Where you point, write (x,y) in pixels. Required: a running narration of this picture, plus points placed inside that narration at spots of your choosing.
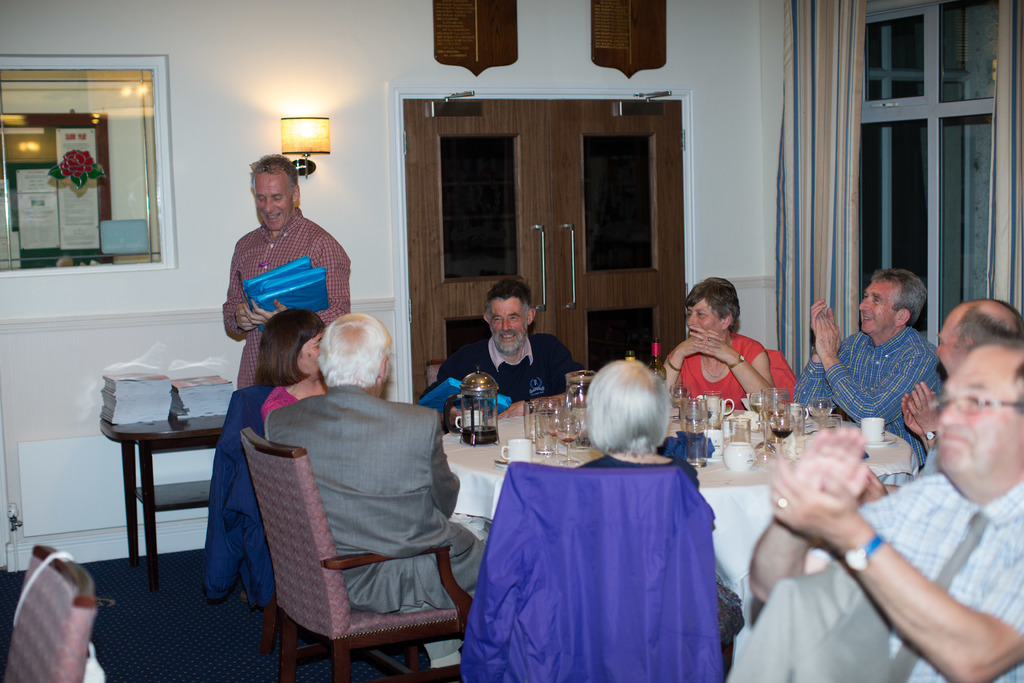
This is a picture in the house (92,350). There are many people (873,382) gathered around dining table (772,420). On the dining table (715,459) there are glasses (762,436), jars (467,420), cups (524,442). This is a chair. On the left (208,503) there is a table (194,434), on the table (182,429) there are books (181,380). On the top left (81,158) there is a notice board (60,220) and in the center (531,269) there is a door (515,222). On the top right (817,170) there are curtains (834,228) and windows (944,183). On the right (928,502) there is a man (941,569) seated and clapping wearing a blue watch (853,552).
